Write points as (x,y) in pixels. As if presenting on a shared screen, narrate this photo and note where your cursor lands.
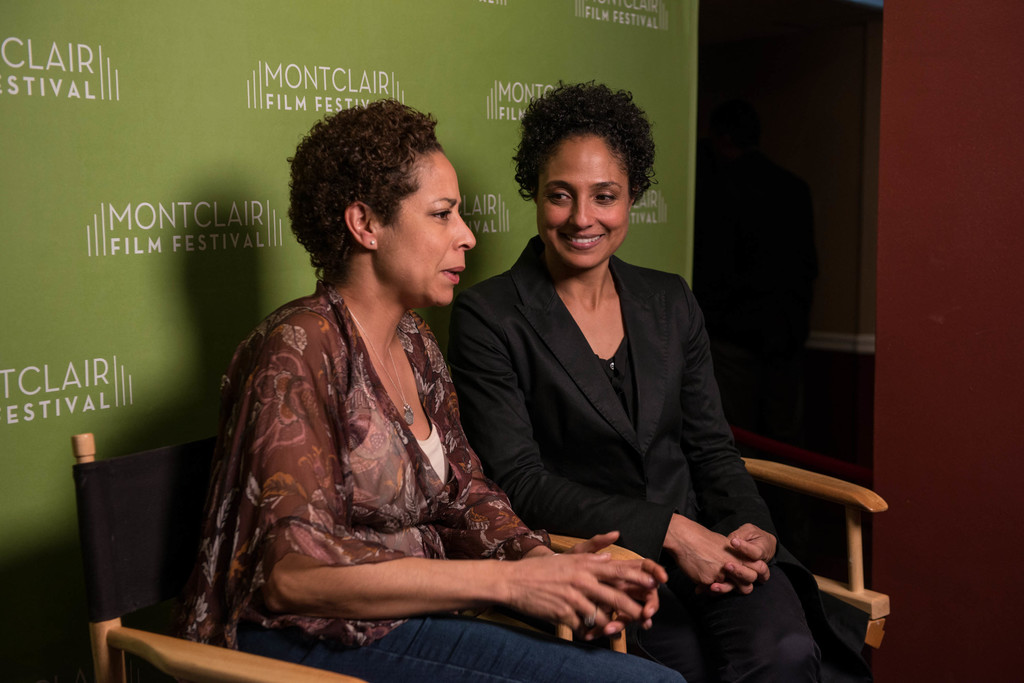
In this image at front (644,539) there are two women (495,411) sitting on the chairs (860,500). On the backside (248,187) there is a wall (120,244).
